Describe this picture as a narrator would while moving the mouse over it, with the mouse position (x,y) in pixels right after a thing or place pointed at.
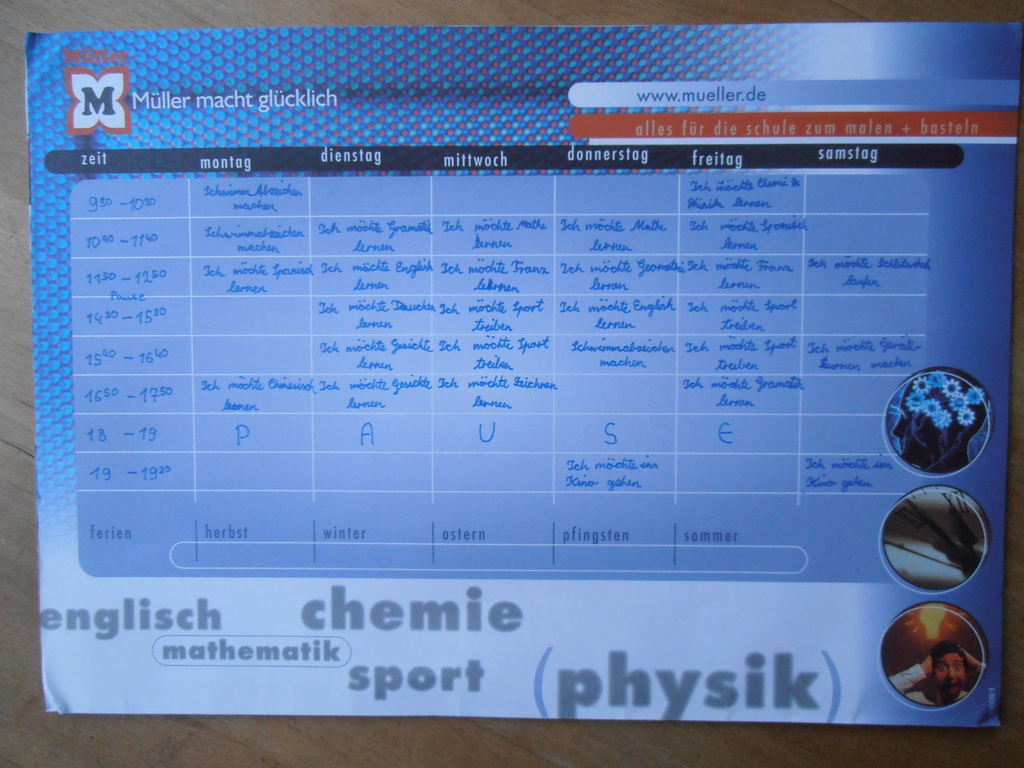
In this image there is a poster (544,412) with pictures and some text (464,387) on it is lying on a wooden surface (71,716).
